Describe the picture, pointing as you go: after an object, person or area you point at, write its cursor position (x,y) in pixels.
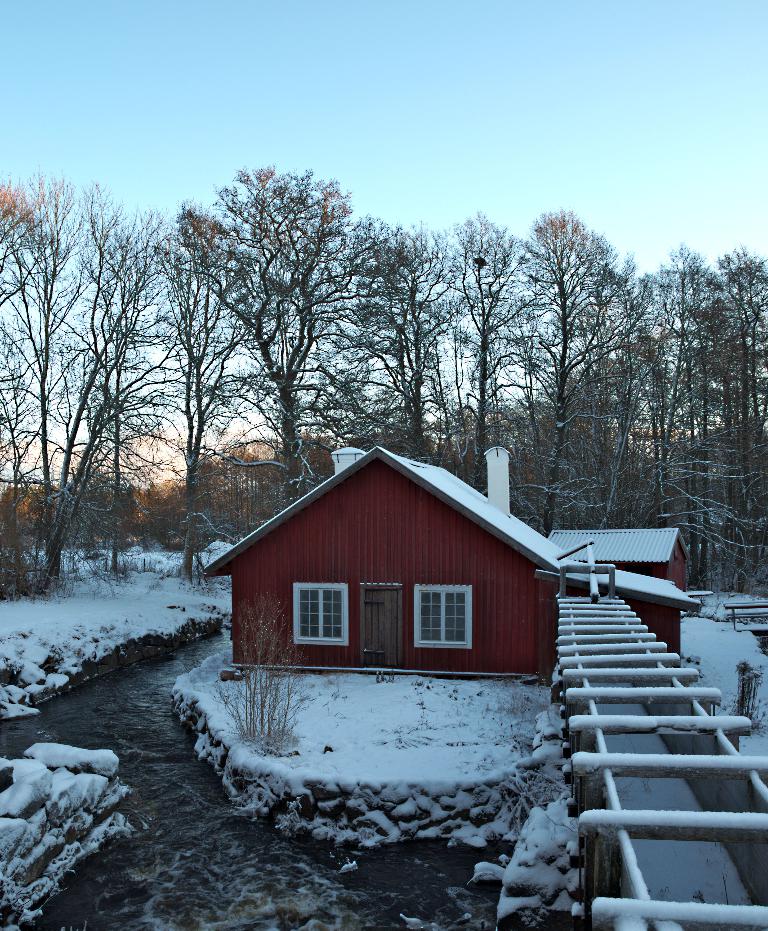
In this image I can see ground (24,654) full of snow (549,773) and few houses (359,586) in the centre (288,557). On the left (162,807) and in the front of this image (195,807) I can see water (209,879). In the background (189,325) I can see number of trees (756,472) and the sky (359,43).
